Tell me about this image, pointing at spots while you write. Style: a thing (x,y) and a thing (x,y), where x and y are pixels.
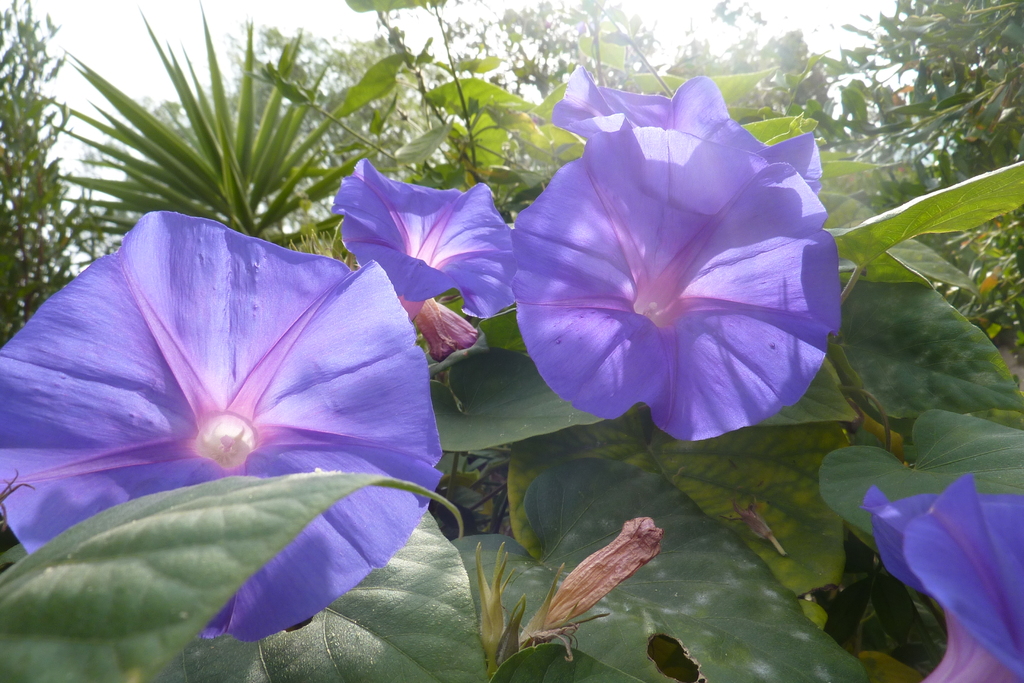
In this image we can see the flowers (967,598), leaves (657,585), plants (945,382) and also trees (57,212). We can also see the sky (336,31).
